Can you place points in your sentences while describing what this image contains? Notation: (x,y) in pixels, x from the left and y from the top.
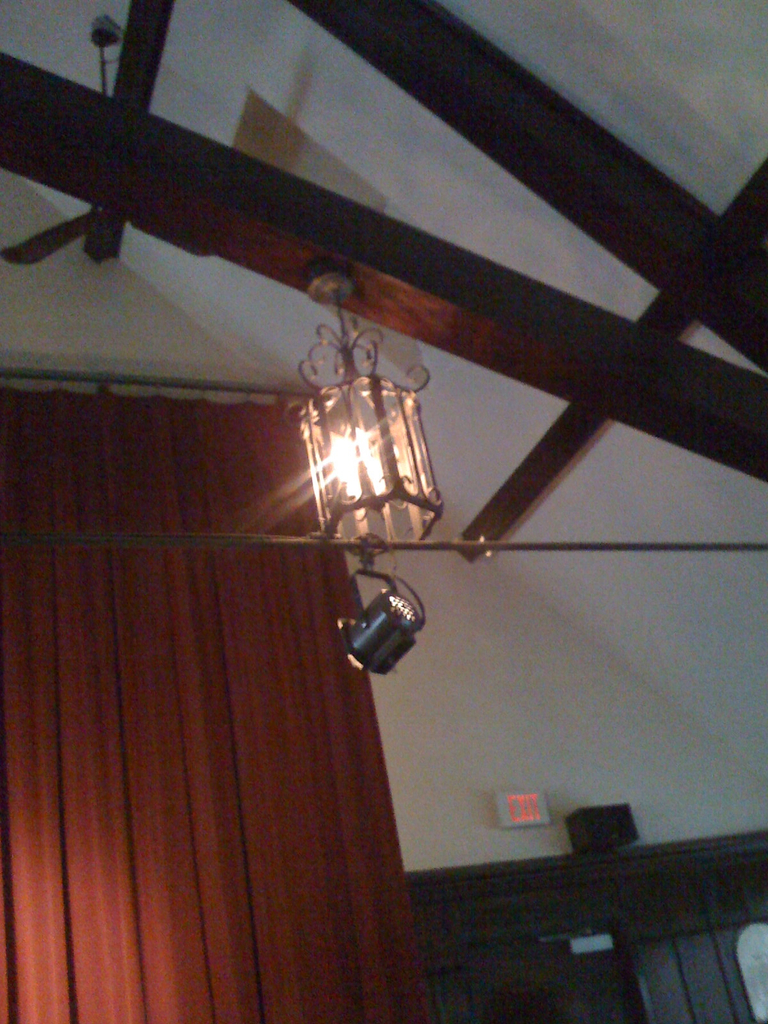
In this picture we can see lights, here we can see a wall (467,648), curtain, roof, wooden sticks (755,285) and some objects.
